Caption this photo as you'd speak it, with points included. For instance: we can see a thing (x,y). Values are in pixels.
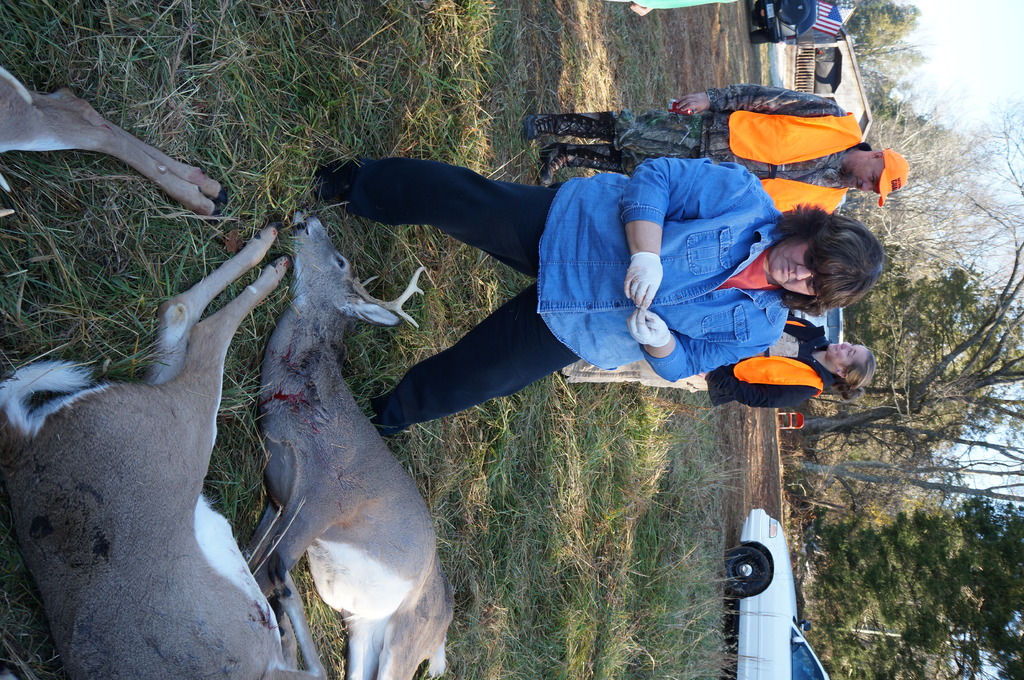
In this image we can see many trees (1010,139). There is a sky (995,56) in the image. There is a grassy land (561,521) in the image. There are few animals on the ground (576,487). There are few people (819,369) in the image. There is a shed (836,70) at the top of the image (833,82).
